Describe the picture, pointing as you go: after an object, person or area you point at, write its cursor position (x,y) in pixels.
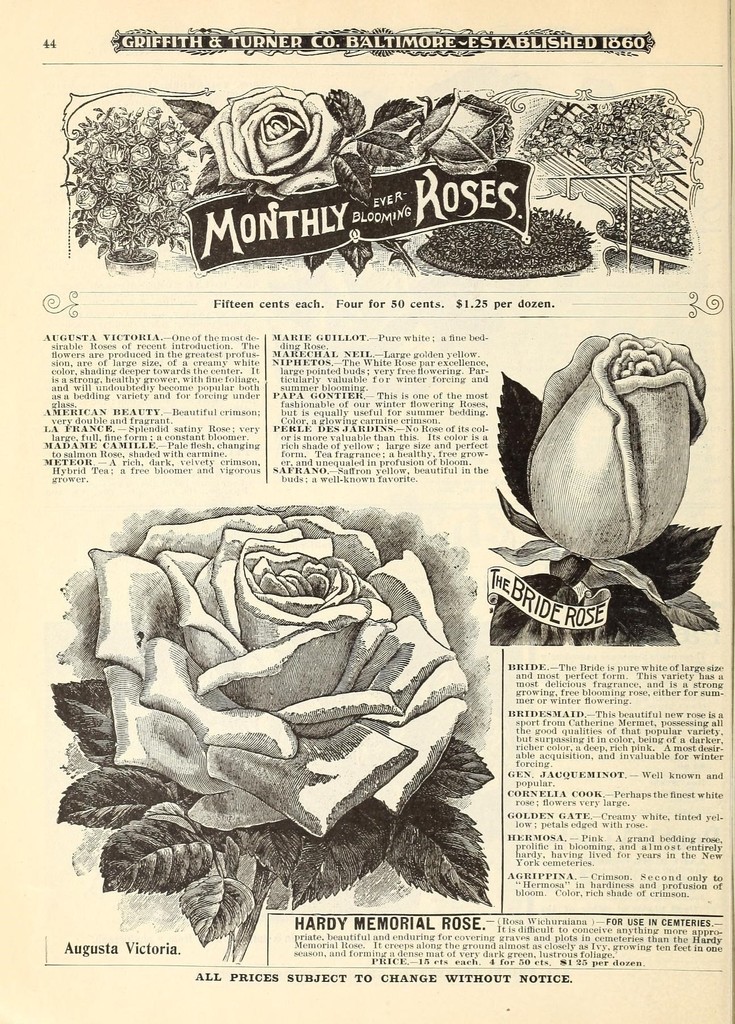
This is a page (257,450) and there are rose flowers (384,722) and plants pictures (439,237) and some texts (363,385) written on the page (361,379).
